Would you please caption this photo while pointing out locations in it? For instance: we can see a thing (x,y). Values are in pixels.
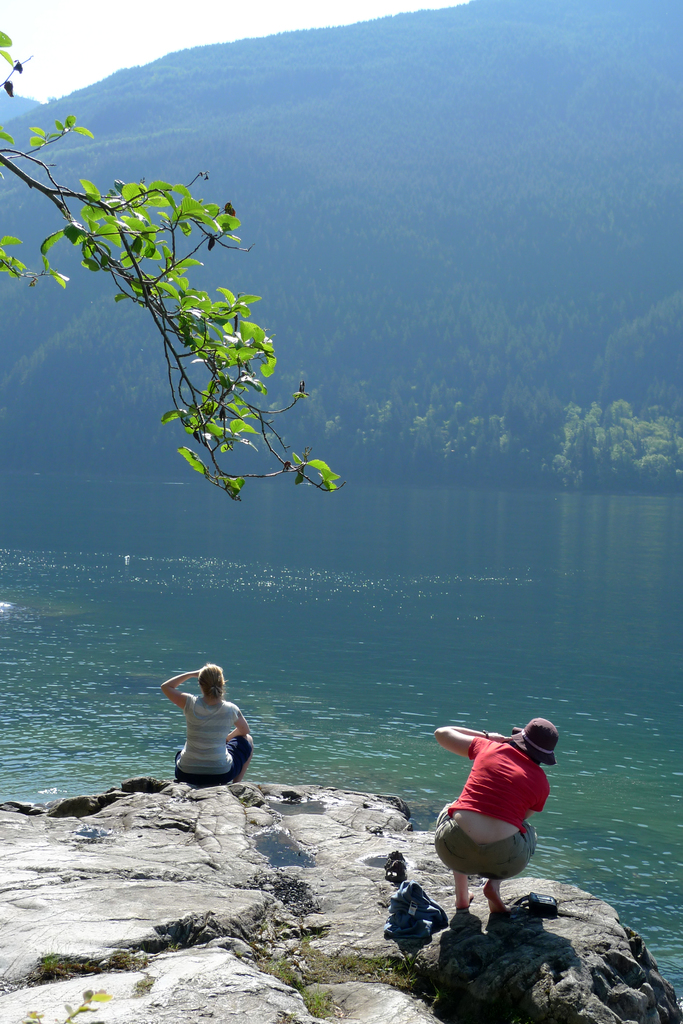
This is an outside view. At the bottom of the image (512,763) I can see two persons (459,825) are wearing t-shirts (494,764), shorts (519,845) and sitting on the rock (175,911). In the middle of the image (376,554) there is a river (315,657). In the background (534,219), I can see few trees (466,417) and a hill (391,94). On the left side (166,314), I can see few leaves (240,415) of a tree (62,192). At the top (74,33) I can see the sky (114,32).
